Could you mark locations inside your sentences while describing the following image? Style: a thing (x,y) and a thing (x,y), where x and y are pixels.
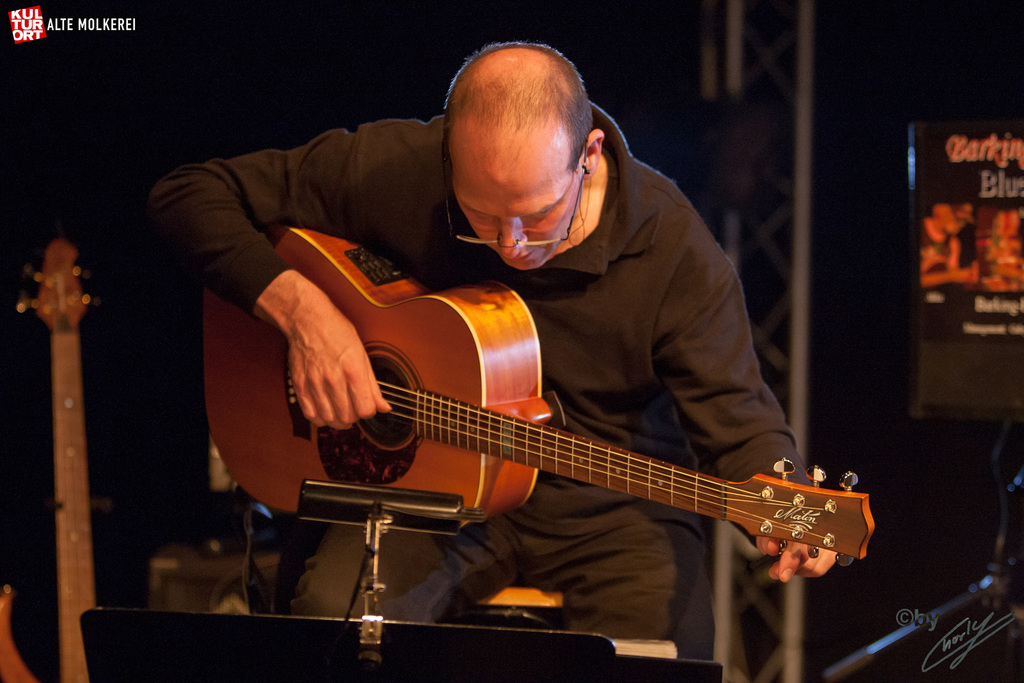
In this image I can see a man (556,578) sitting on the stool (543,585) and playing the guitar (424,339) by looking downwards. On the left side (66,455) there is a guitar (89,567) is placed.
